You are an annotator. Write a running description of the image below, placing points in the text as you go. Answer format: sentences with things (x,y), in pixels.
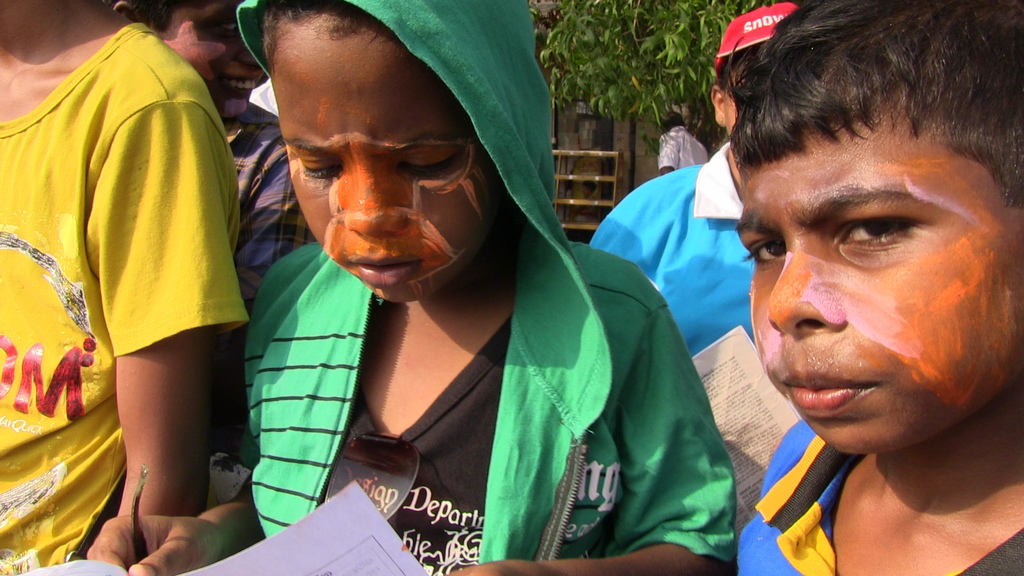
This image is taken outdoors. In the background (640,65) there is a tree (648,87) and there is a gate (580,177) and a man (685,155) is standing on the ground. In the middle of the image (378,222) there are a few kids (376,183) and two kids (576,393) are holding books (385,527) in their hands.
